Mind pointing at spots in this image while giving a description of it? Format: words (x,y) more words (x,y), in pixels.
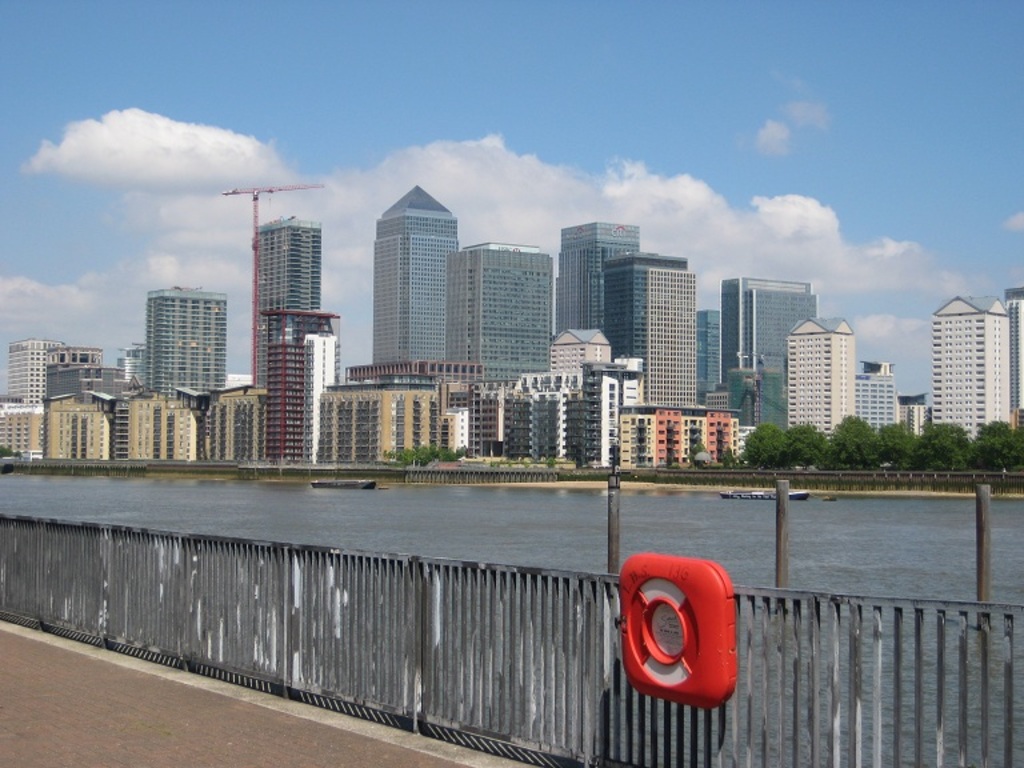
This is a landscape image, we can see a railing (31,547), which has an object (732,589) on it and behind it there is a water body (914,561) which contains boats (724,495) on it, in the background (400,463) there are buildings (695,361) and trees (983,463).
